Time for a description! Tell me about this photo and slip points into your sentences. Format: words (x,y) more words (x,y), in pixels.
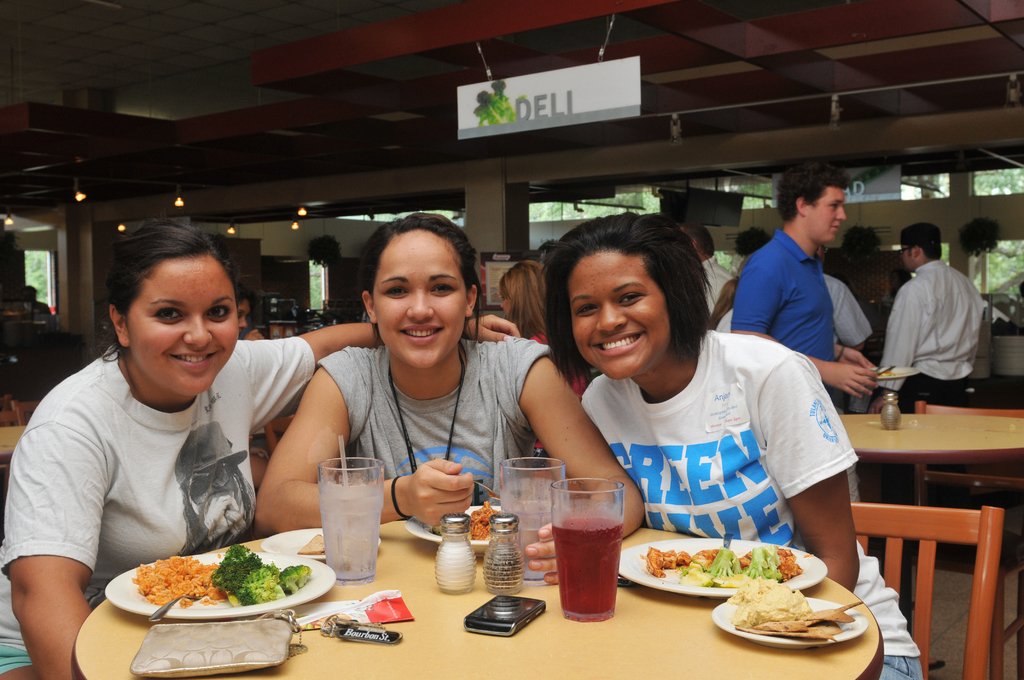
This is the picture of three people (136,280) who is sitting in the chair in front a table (722,645) and on the table (404,541) we have some food items (475,529), jars (502,537), glasses (519,510) and behind there are some people (818,270) standing.
